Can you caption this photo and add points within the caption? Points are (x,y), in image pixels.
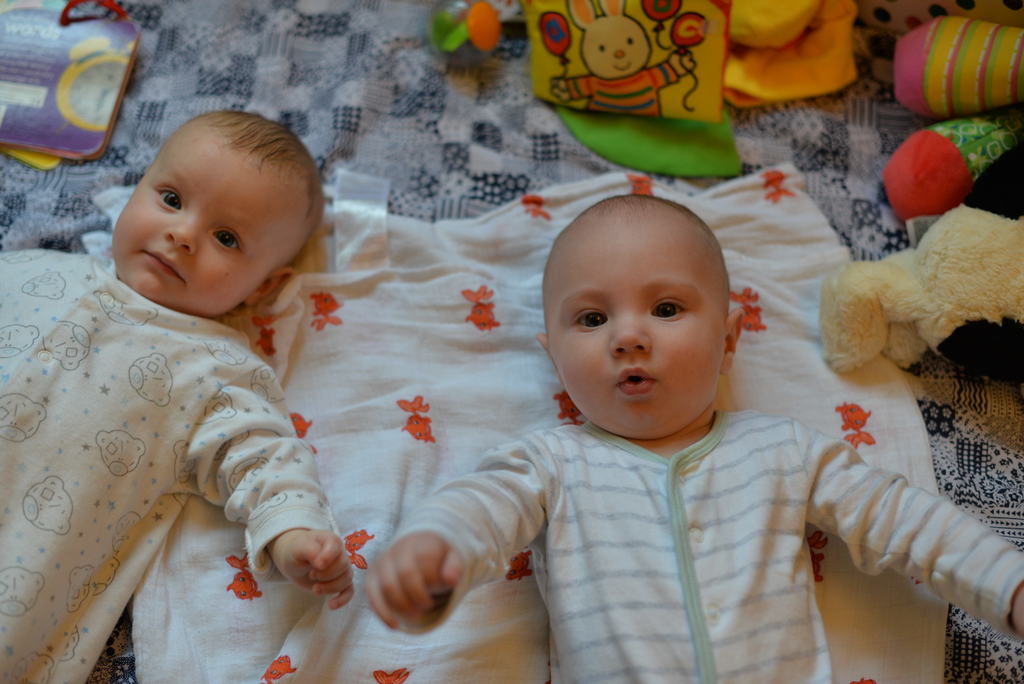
In this image I can see two baby (663,286) lying on the bed (521,166). I can see a white and orange color towel (464,377) and few colorful objects (795,68) on the bed (510,121).
